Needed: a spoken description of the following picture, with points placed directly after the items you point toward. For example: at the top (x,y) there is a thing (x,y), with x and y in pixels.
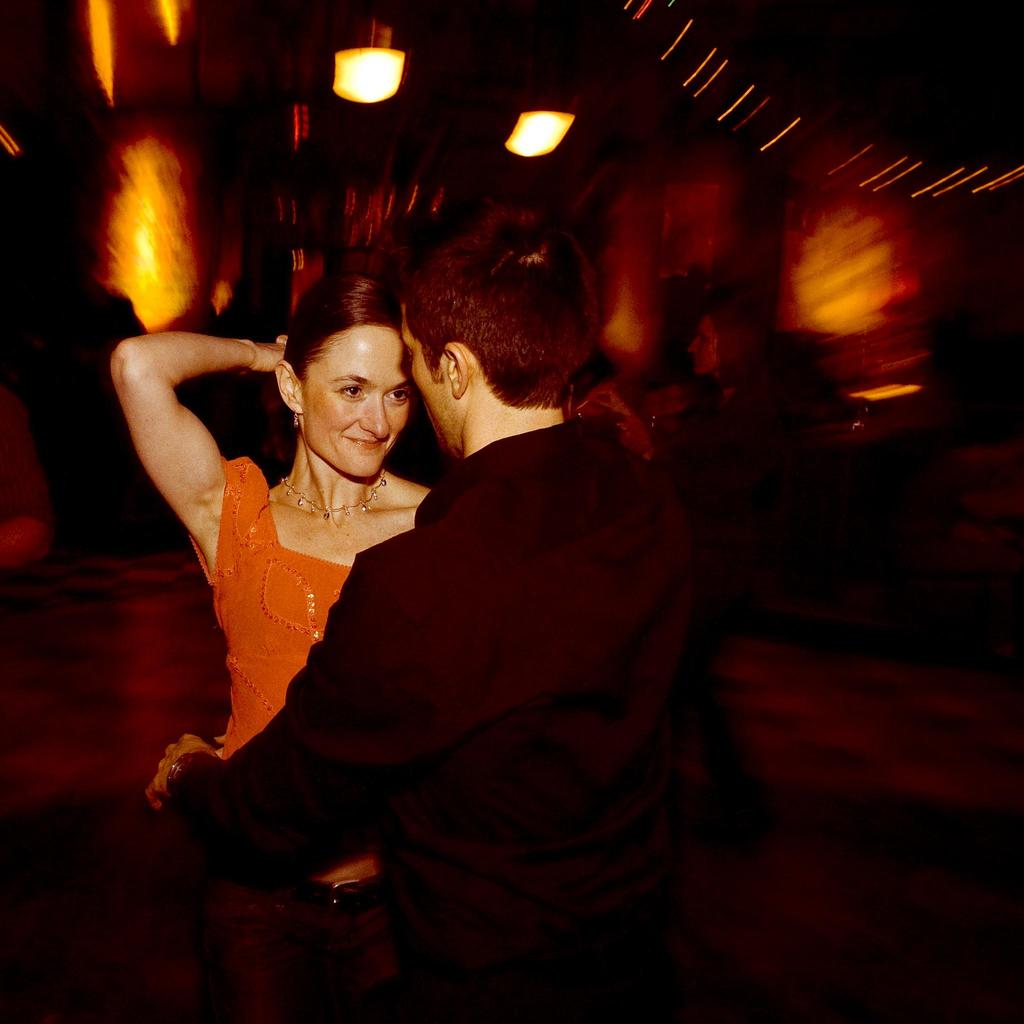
In the center of the image (454,575) there are two people (443,655). The background of the image (99,70) is blur.
